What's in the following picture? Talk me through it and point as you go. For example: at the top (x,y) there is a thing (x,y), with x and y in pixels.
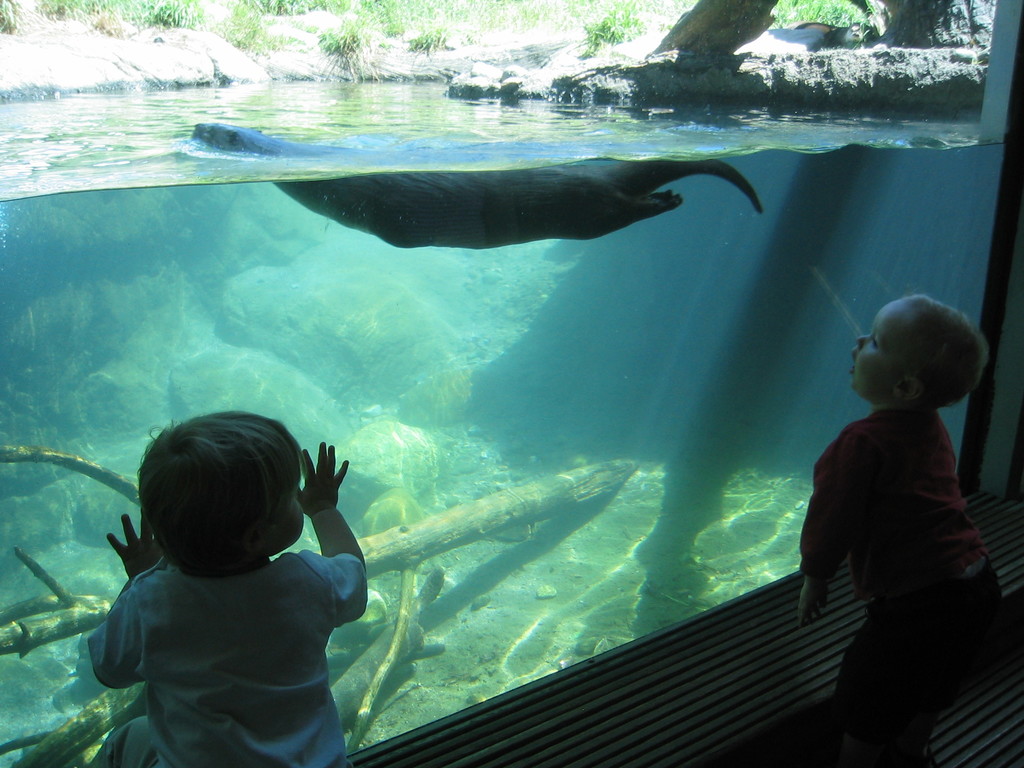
In this image we can see two kids (904,528) standing, near that we can see an aquarium (904,293) like an object (528,348), we can see an otter (624,192). And we can see the stones (143,37) and grass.
